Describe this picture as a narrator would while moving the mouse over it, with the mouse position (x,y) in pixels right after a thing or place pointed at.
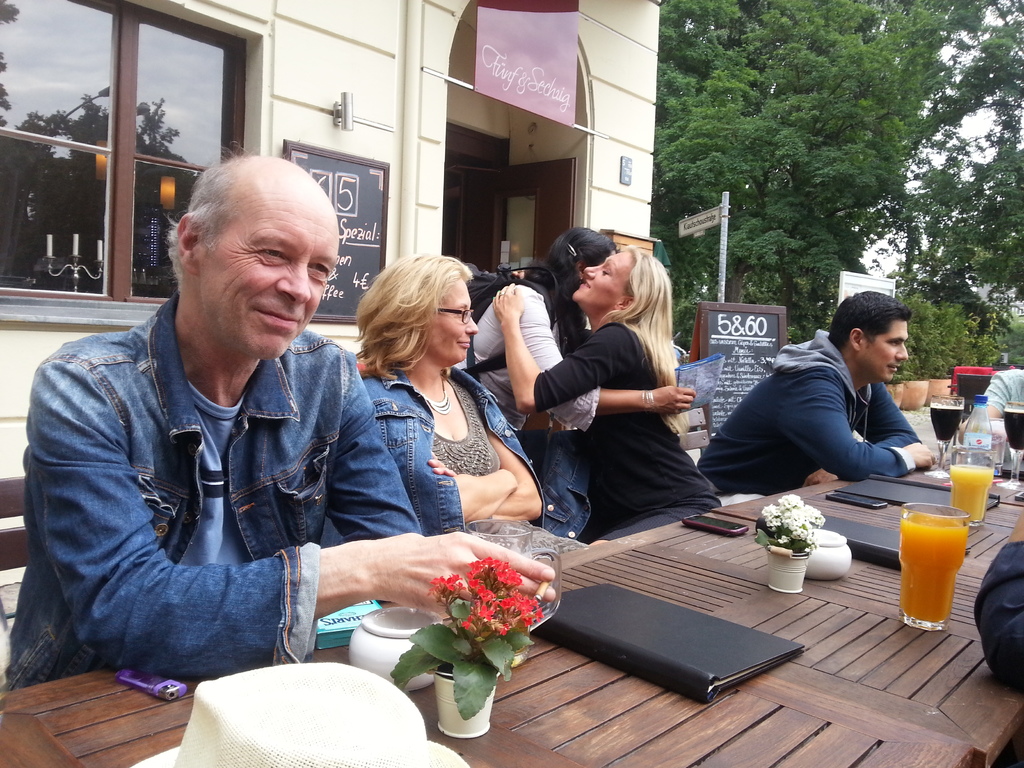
In this image I can see there are group of people (489,435) among them, few (312,515) are sitting on a chair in front of a table (646,568) and few (617,385) are hugging each other. I can see on table (729,614) there are few glasses (1020,430), flower (507,616) and other objects (596,616) on it. I can also say there is a tree (769,120) and house (332,80).
